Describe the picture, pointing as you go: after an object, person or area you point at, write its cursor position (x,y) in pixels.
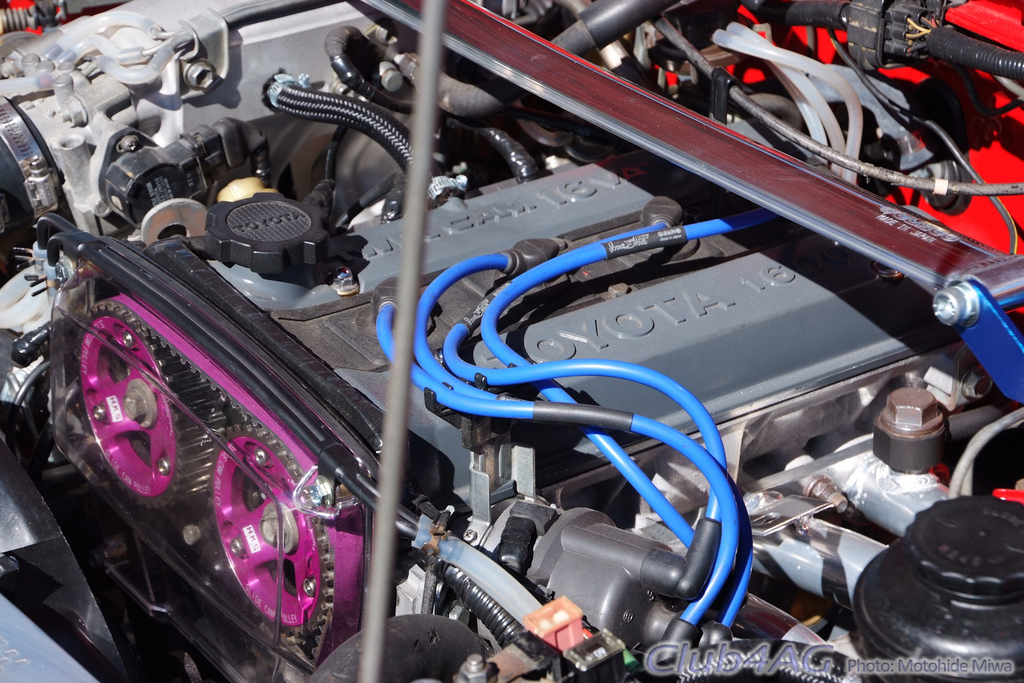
In this image I can see an engine (488,216) of the vehicle (532,431) and I can see many wires (704,460) in it.
